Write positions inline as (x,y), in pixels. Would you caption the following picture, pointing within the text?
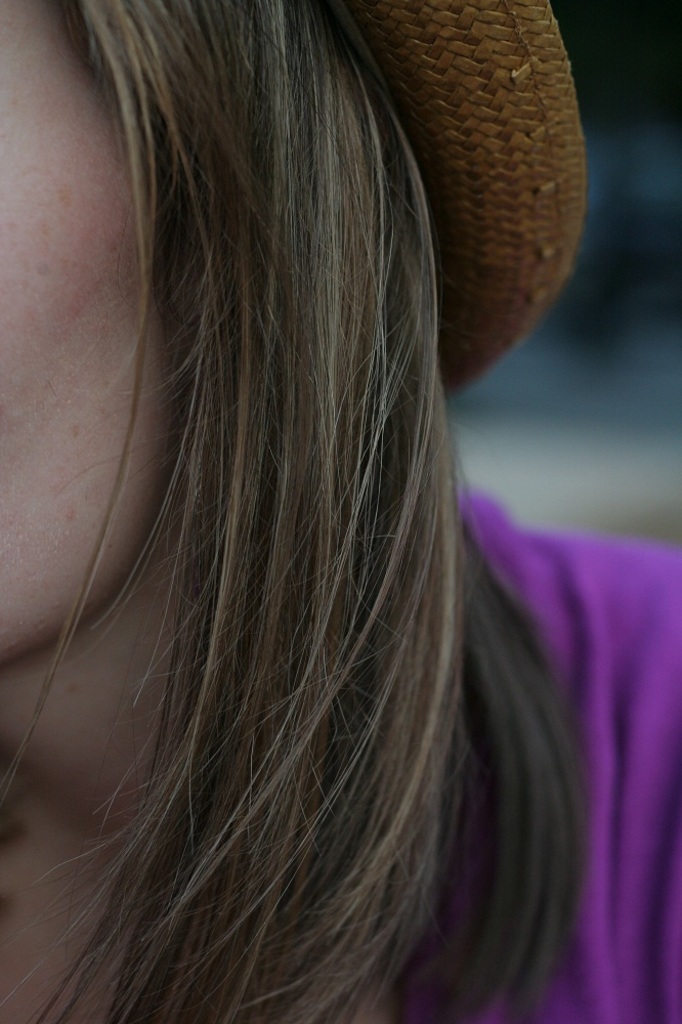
This image consists of a woman (297,465) wearing hat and a purple color dress (479,836). The background (636,409) is blurred.
